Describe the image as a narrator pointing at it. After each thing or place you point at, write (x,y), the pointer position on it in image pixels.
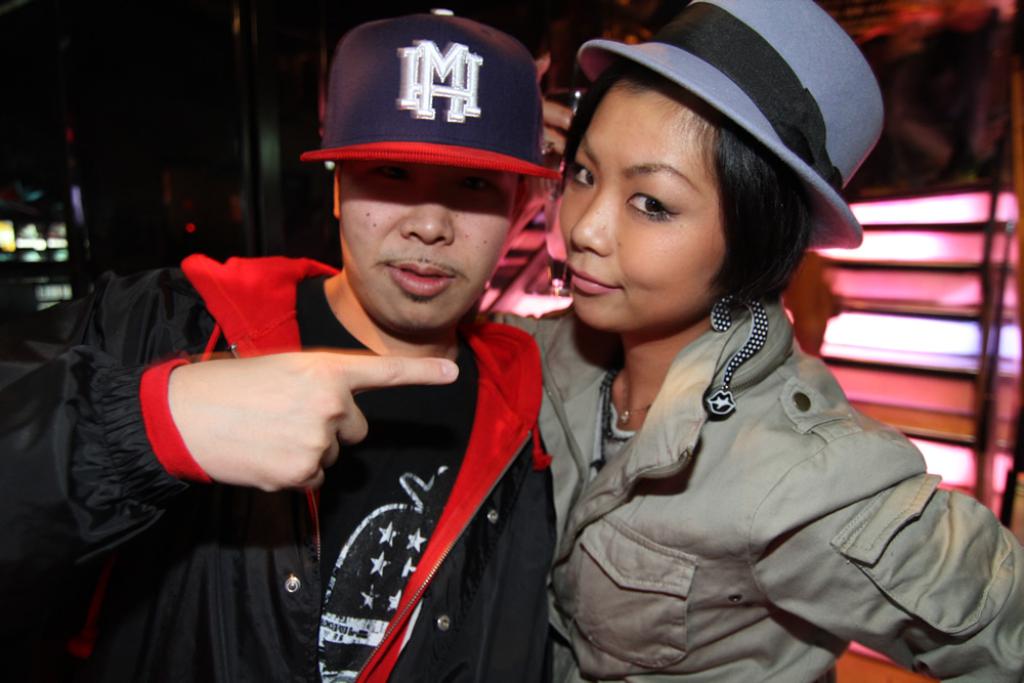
In the image we can see a man (331,626) and a woman (643,617) wearing clothes (543,567), hat (528,104) and they are posing. The background (921,241) is blurred and these are the lights (916,284).
